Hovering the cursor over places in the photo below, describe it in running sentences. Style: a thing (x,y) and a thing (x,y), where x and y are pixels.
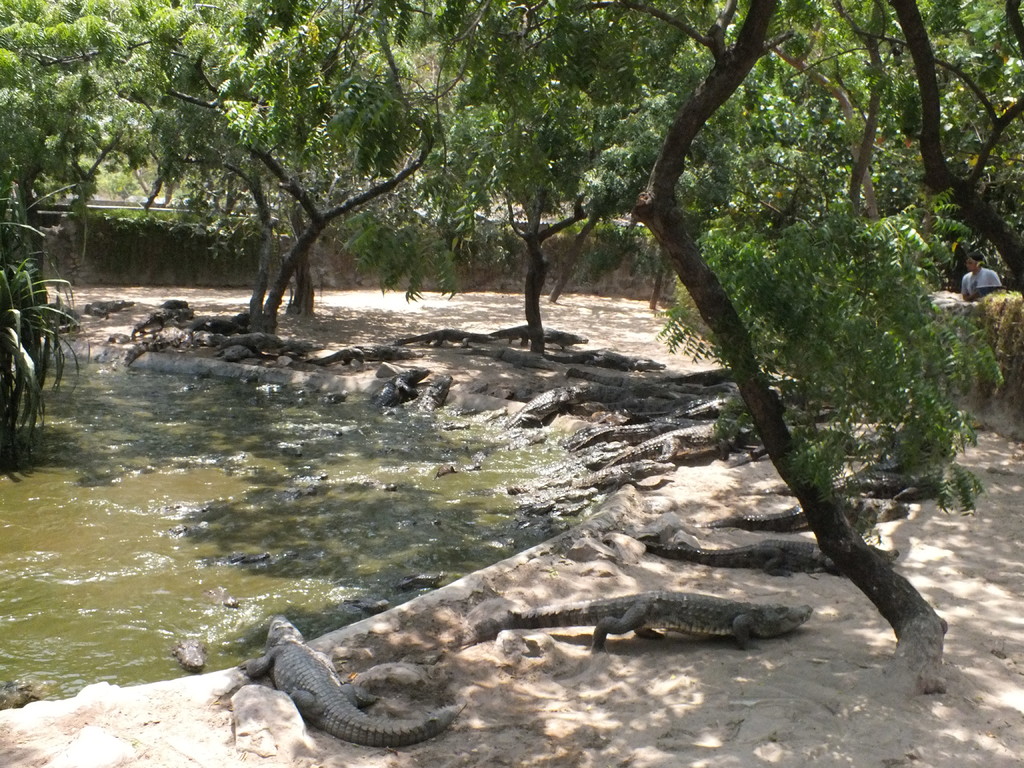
In this image I can see few crocodiles (382,734) on the ground (625,578) and few are in the water (225,481). I can see few trees (713,313) which are green and brown in color and a person (982,278) standing. In the background (136,241) I can see the wall (233,217) and few trees (268,82).
